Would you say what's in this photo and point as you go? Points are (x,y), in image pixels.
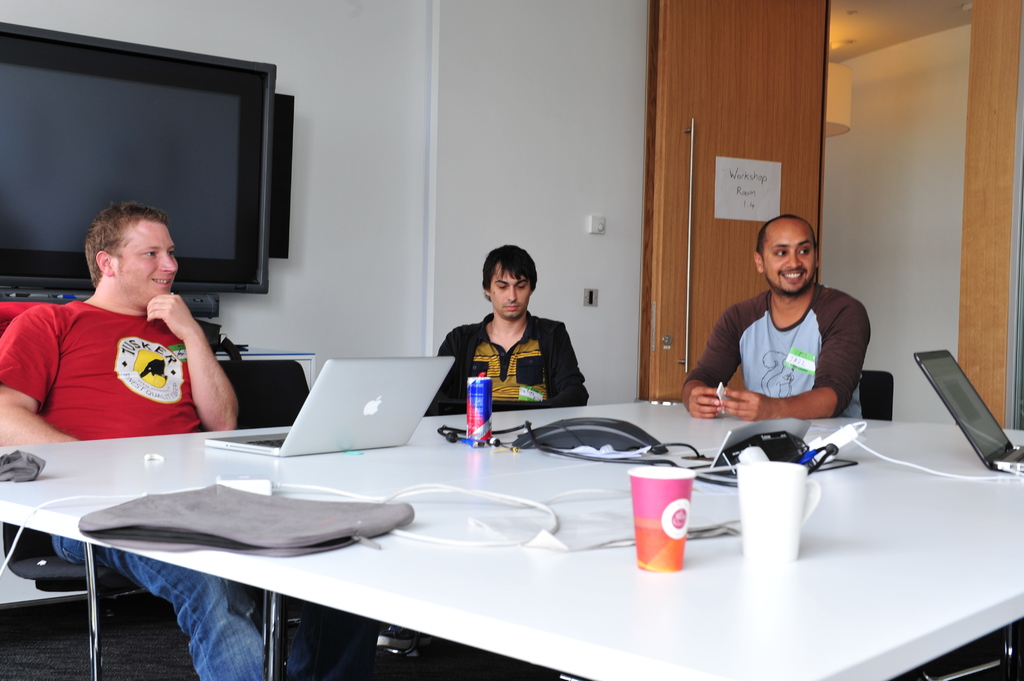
This is a picture taken in a room (290,339), there are three people (65,365) sitting on chairs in front of these people (159,338) there is a table (608,604) on the table (667,603) there are glasses (677,525), tin (476,401), laptops (378,404) and cables (820,453). Behind the people (472,332) there is a wall (482,119), wooden door (682,160) and television (117,132).
